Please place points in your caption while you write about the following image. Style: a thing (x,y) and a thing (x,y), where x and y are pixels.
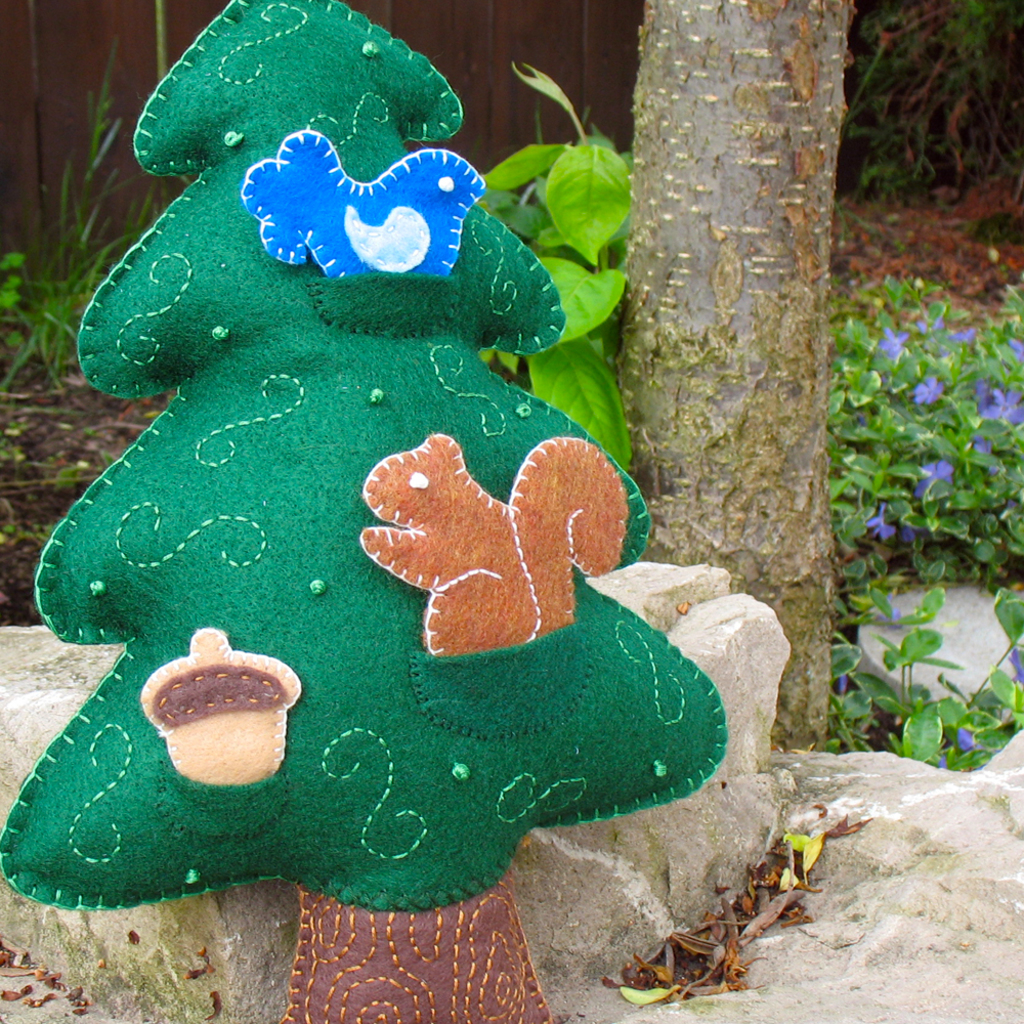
In this image there is a artificial tree (277,598), in the background (697,285) there are trees (734,157) and plants (856,360).
